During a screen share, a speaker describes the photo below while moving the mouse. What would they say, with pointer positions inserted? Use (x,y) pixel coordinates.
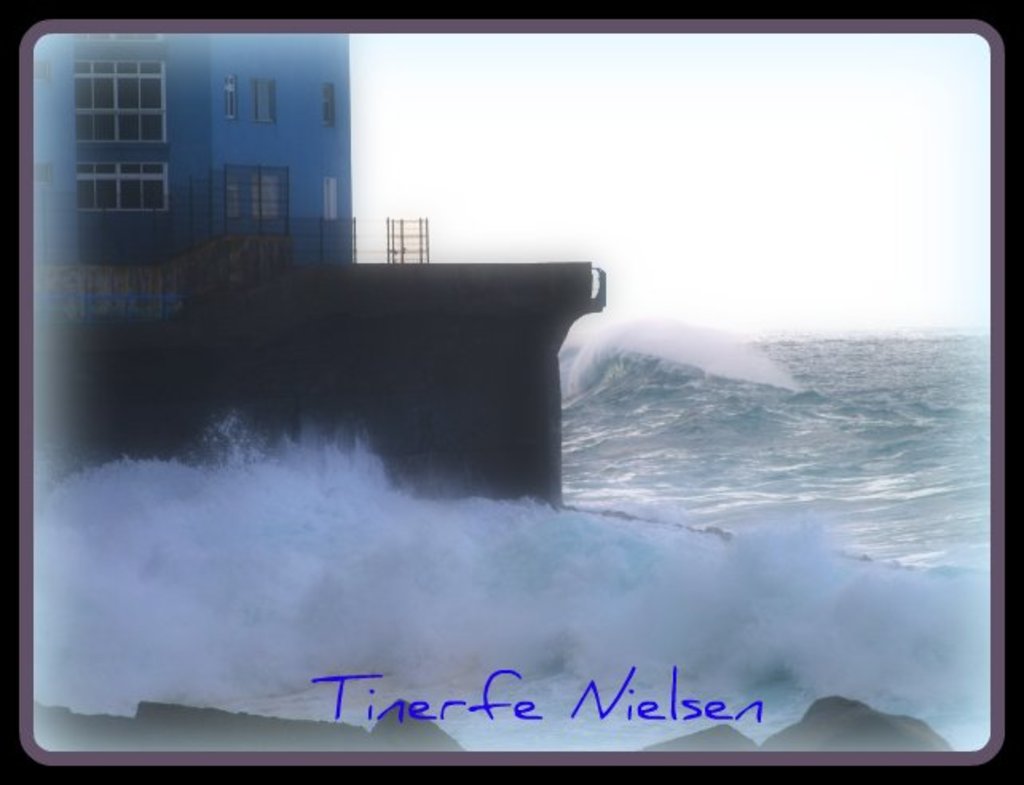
Left side (301,76) it's a building (330,303) by the water (632,438), this is water (718,466), at the top (668,163) it's a sky (643,160).
